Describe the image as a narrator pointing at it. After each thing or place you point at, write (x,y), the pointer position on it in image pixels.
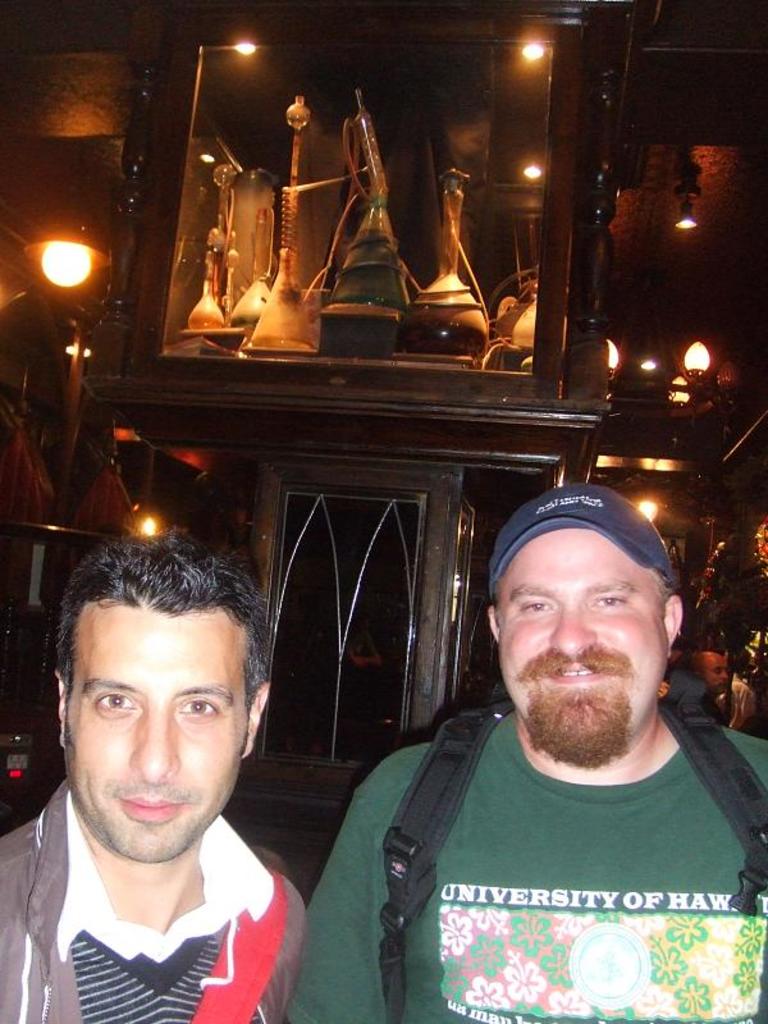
This image consists of two men (513,823). To the right (606,917), the man (595,900) is wearing green T-shirt (484,886). In the background (311,195), there is a box (373,390) in which there are glass flasks (199,327) kept. And there are lights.
